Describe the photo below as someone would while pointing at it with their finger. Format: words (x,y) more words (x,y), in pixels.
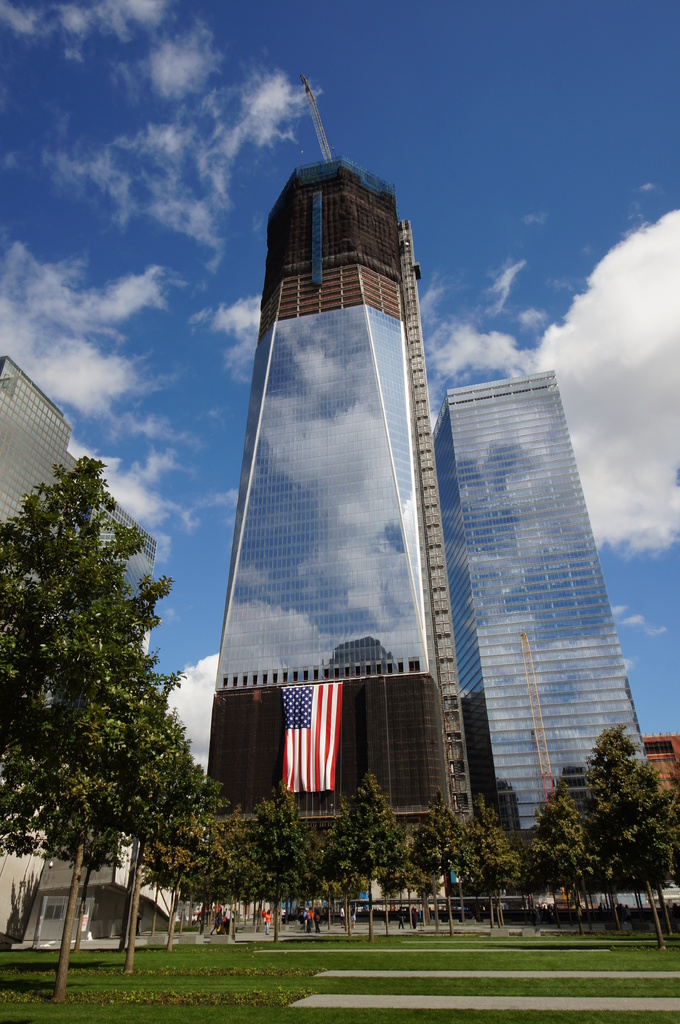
There is a grassy land (315,955) at the bottom of this image (226,990). There are some persons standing and some trees (225,850) are in the background (225,850). There are some buildings (382,584) in the middle of this image (322,560), and there is a cloudy sky (186,208) at the top of this image (193,169).
